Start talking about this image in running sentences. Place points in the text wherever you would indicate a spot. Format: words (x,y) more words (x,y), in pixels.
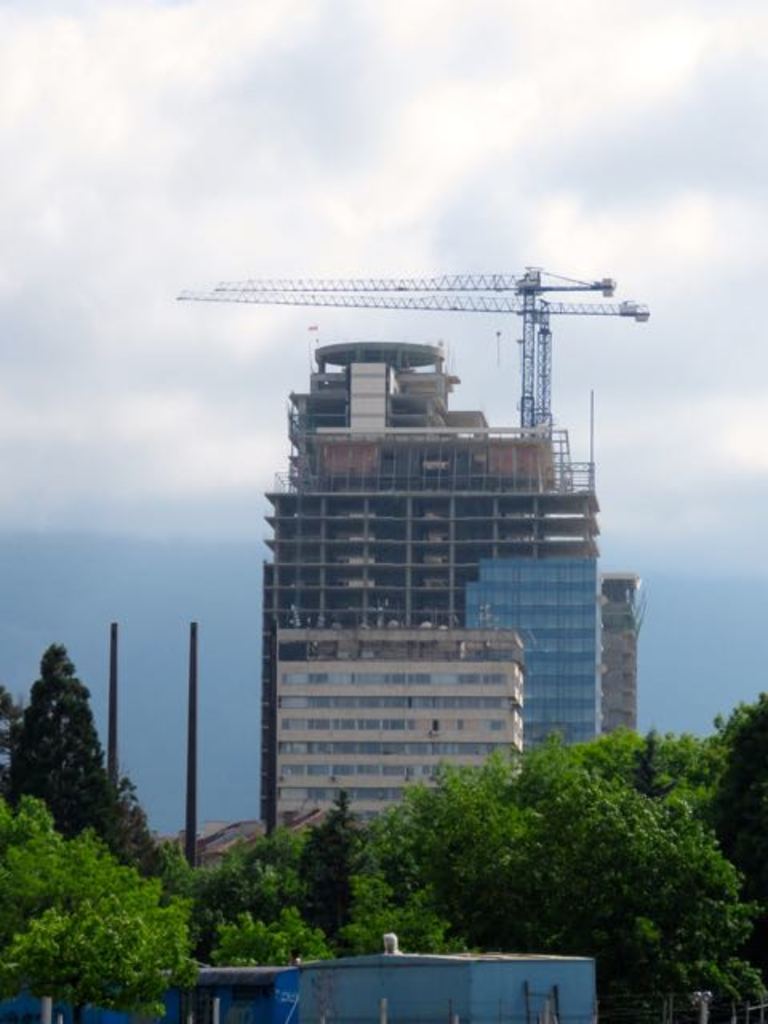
At the bottom of the image (167,866) we can see trees (177,924) and sheds (334,1000). In the background (465,424) we can see buildings (426,567), sky (174,421) and clouds (378,178).
